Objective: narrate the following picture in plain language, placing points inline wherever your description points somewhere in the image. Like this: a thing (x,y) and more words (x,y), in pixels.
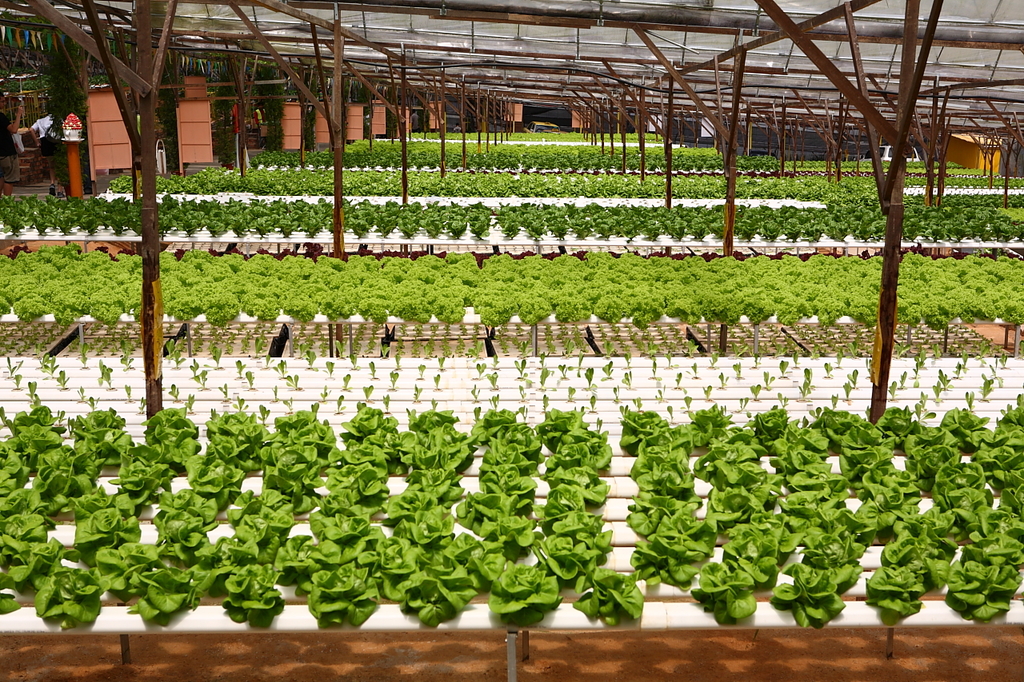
At the bottom of the image (345,492) there are plants (371,442). On the left (7,142) we can see people (2,183) standing. At the top (281,64) there is roof (443,56) and there are rods (735,96).
